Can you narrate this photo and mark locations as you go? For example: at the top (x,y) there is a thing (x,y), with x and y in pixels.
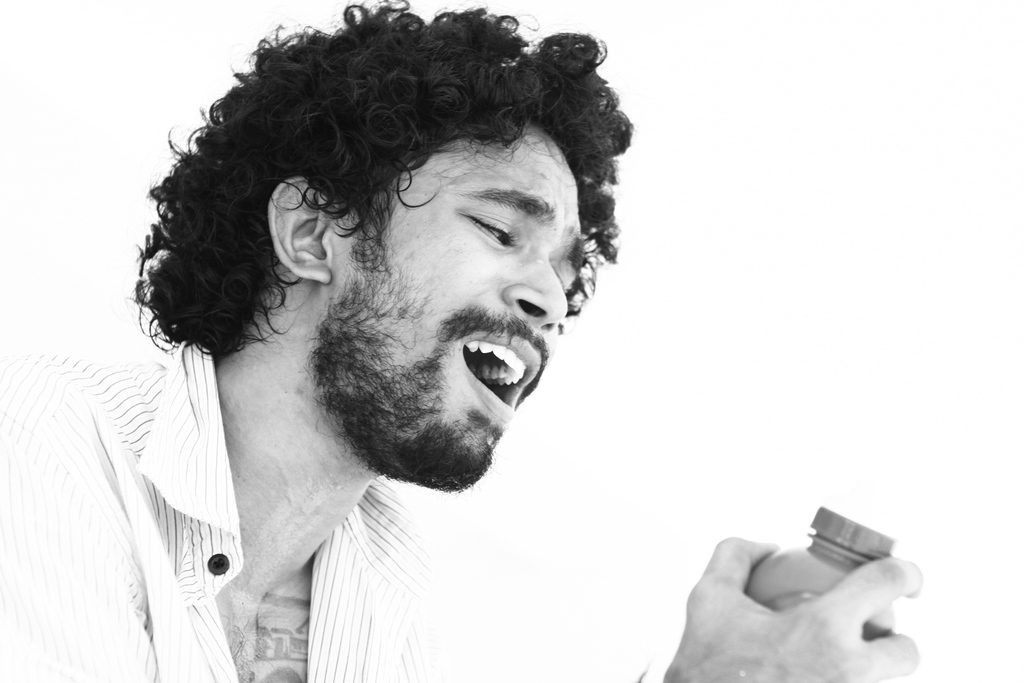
In this image we can see a man (300,365) wearing the shirt (366,519) and holding the bottle (821,532) and the background (10,11) is in white color.
